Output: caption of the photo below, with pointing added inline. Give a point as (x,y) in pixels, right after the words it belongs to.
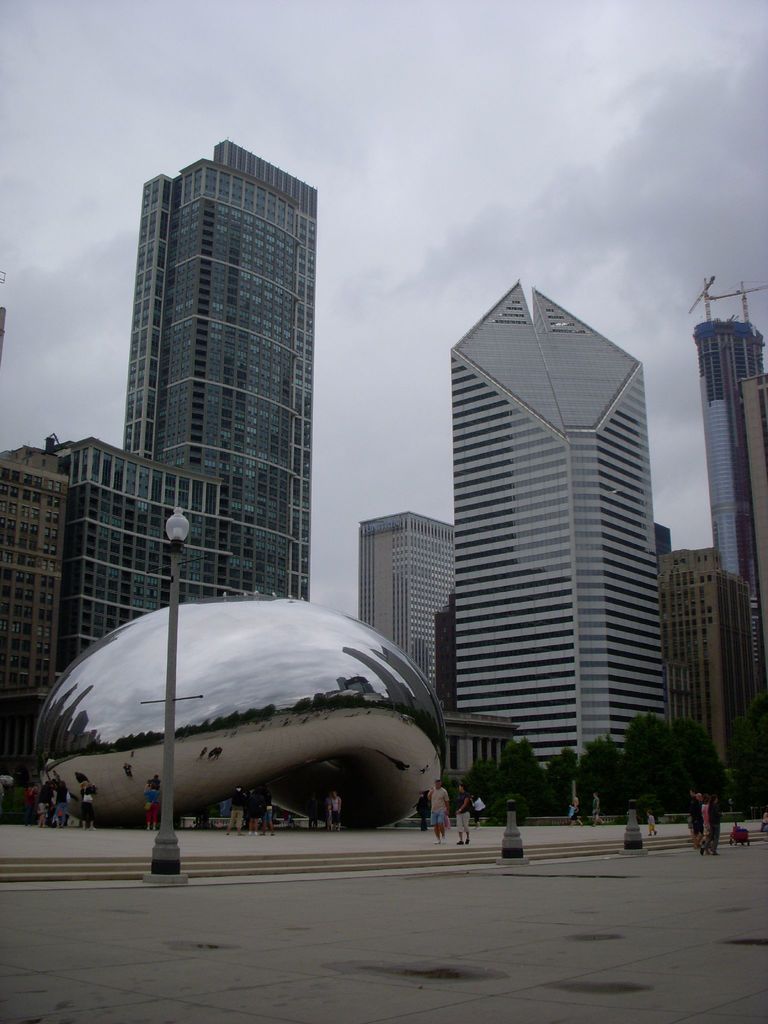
In the picture we can see a path (355,891) with some poles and lamps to it and behind it, we can see a shell type of construction (193,622) and behind it, we can see some tower buildings (460,582) and some trees (532,795) near it and in the background (487,280) we can see a sky (352,333) and clouds (384,454).
